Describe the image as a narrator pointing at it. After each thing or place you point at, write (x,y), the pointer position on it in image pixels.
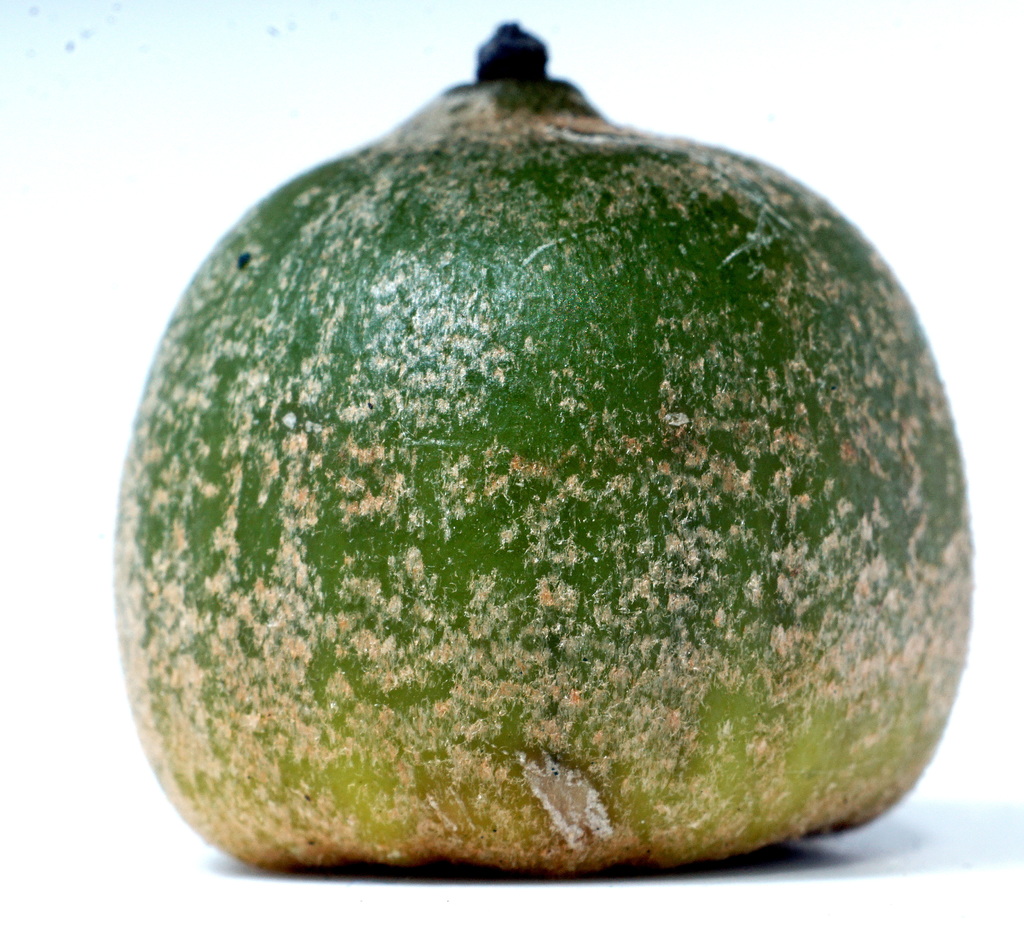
In this image, we can see a green color fruit (290,205).
